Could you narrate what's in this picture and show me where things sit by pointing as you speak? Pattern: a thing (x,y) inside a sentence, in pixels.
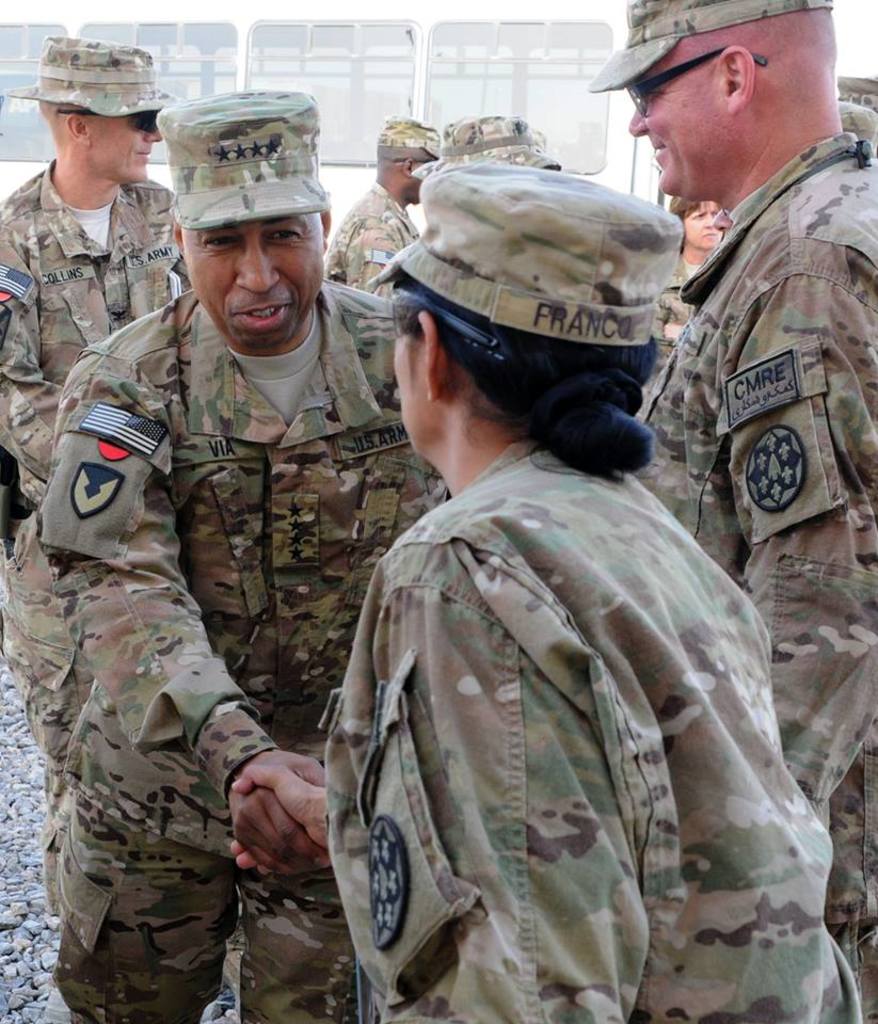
In this image, there are a few people (463,378). We can see the ground (25,839) with some stones (26,864). In the background (356,176), we can see the metal wall (613,10) with some glass windows (495,24).
